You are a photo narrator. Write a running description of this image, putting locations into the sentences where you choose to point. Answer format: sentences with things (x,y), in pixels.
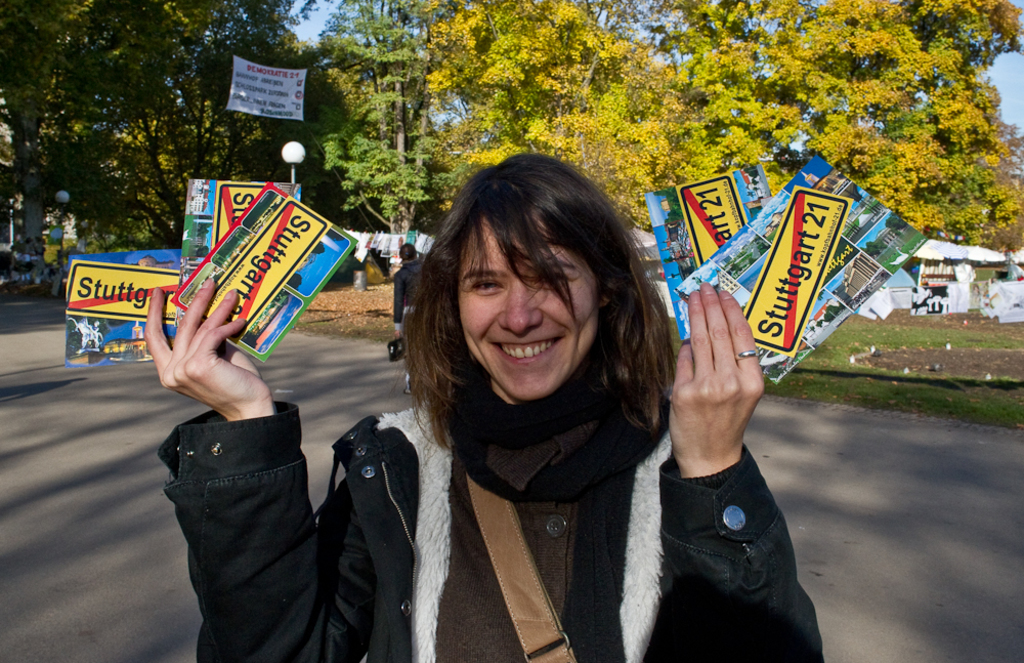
In this image we can see a woman (498,367) smiling and holding the cards (797,350). In the background (895,317) we can see the trees (355,124), light poles (297,161), grass (866,371) and also the sky (1013,86). We can also see a person (402,307) holding an object (401,351). We can see the road (382,349) and also the clothes (375,243).
